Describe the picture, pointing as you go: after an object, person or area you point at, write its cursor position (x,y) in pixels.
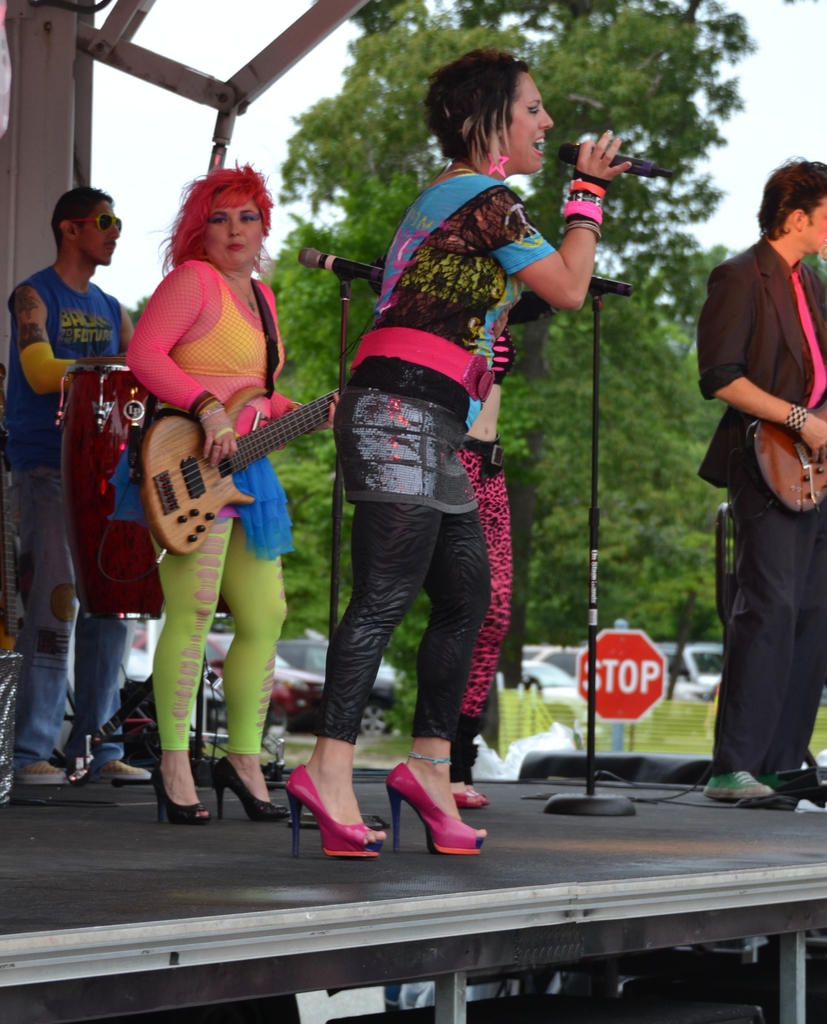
This is a image of a woman (520,133) who is singing a song by holding a microphone (565,161) in her hand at stage (806,928) and at left side of this woman (363,521) there is another woman (238,576) who is playing guitar (166,528) in her hand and at the back ground (110,688) there is a man (110,698) who is playing tabla (141,593) and at the right side of the woman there is another man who is playing a guitar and at the back ground (524,671) there is a sign board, car (227,635), trees (659,355), sky (141,174).
